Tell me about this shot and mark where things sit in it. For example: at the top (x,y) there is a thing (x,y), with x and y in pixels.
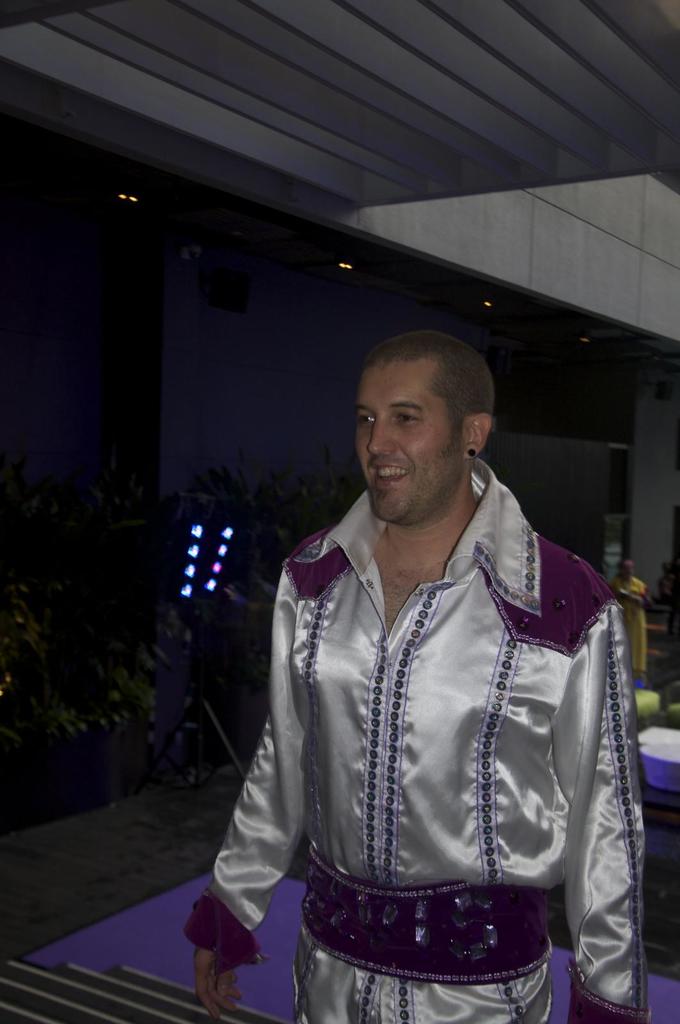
In this image there is a person (449,676) standing with a smile on his face (406,468), behind him there is a table (641,736) with some objects (643,693) on it and there is a person (638,654). In the background (11,533) there are plants (38,537) and lights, behind that there is a wall (165,277). At the top of the image (340,181) there is a ceiling (368,265).
